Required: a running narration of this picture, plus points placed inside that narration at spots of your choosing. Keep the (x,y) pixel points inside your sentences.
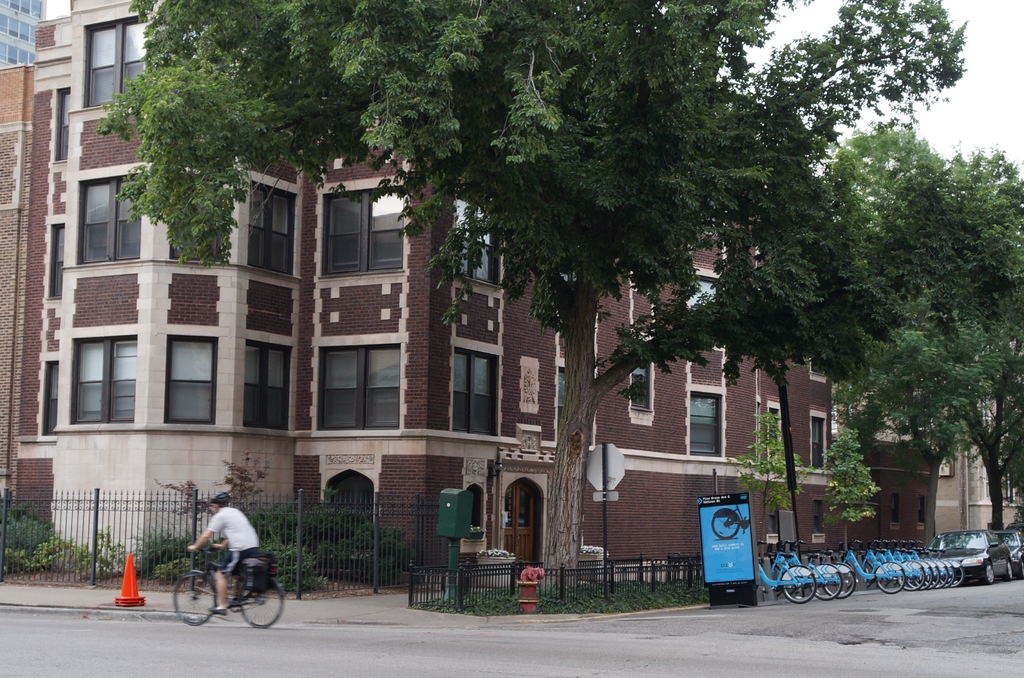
In the center of the image (635,425) there is a building (130,358). There are trees (595,313). At the bottom of the image (390,632) there is road (561,627). There are bicycles (844,582). There are vehicles (1023,560). There is a person (221,589) riding a bicycle (263,609). There is a fencing (275,533). There is a safety cone (133,565).
